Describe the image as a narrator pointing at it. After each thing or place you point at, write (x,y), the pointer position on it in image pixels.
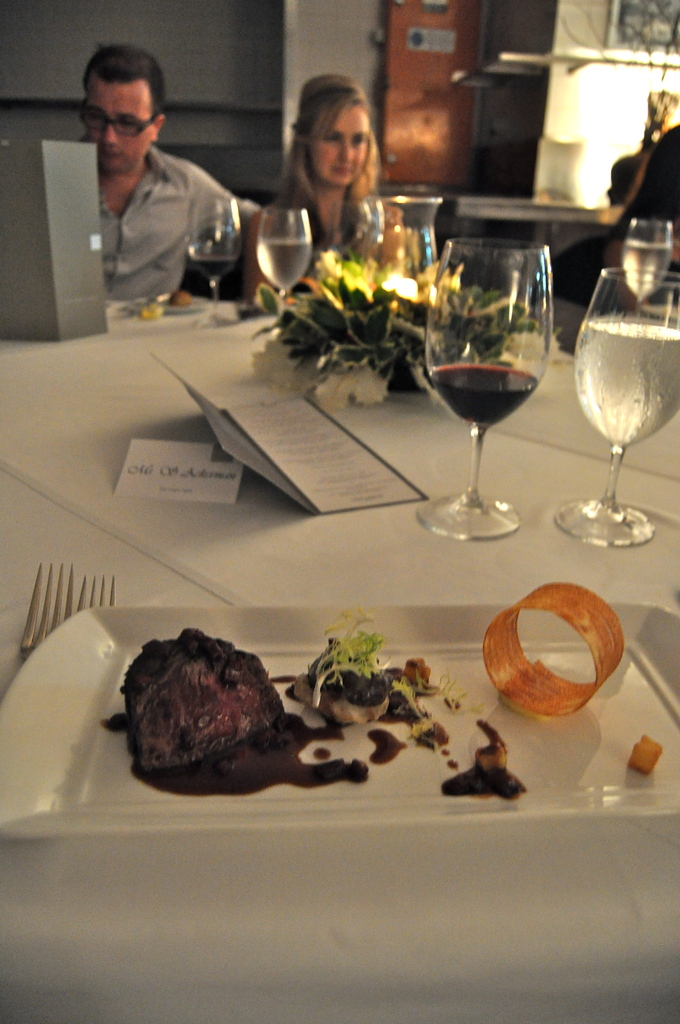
In this picture there is a man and a woman (298,163) sitting on a chair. A glass (474,333), plant (431,281), candle (416,288), card (347,448), name plate (208,492), forks (83,582), food (237,704) in the plate (429,695), grey box (76,322) and a white cloth (347,572) are visible on the table (356,551).
